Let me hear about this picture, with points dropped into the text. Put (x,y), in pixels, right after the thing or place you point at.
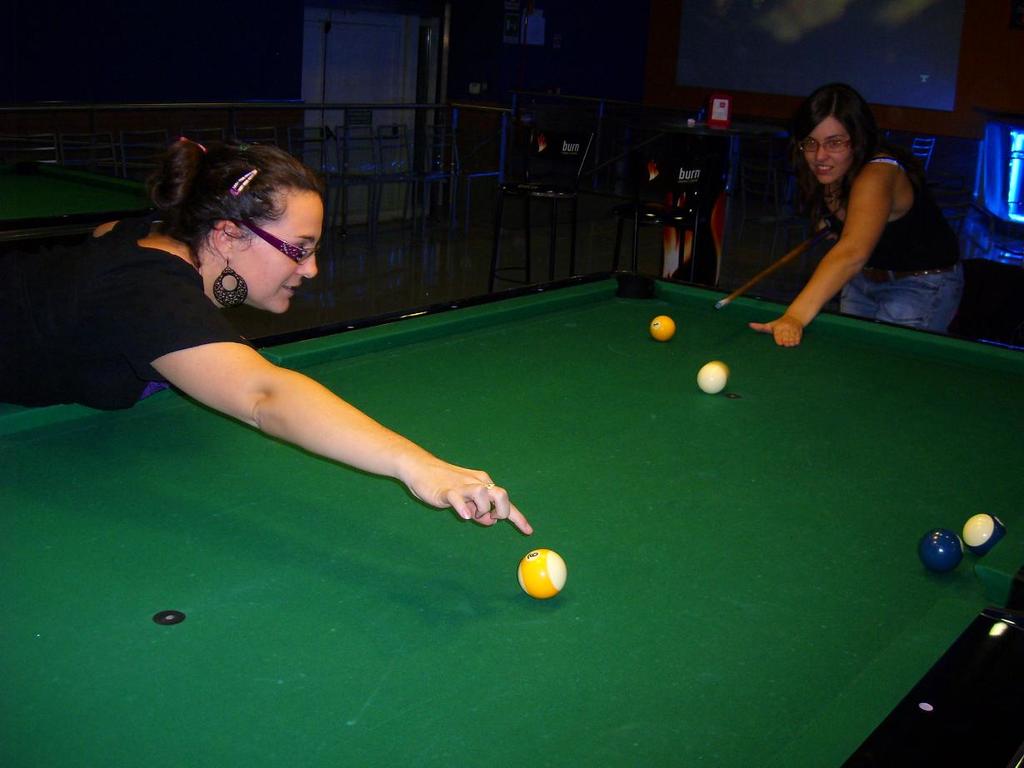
In this image there are two women's (832,199) playing snooker balls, which are on the table (734,610). Behind them there is a railing (458,202), chairs (408,189), tables (726,136). On the table (720,125) are a few objects (716,112) and in the background (387,35) there is a wall (231,40) and a door (376,70).
